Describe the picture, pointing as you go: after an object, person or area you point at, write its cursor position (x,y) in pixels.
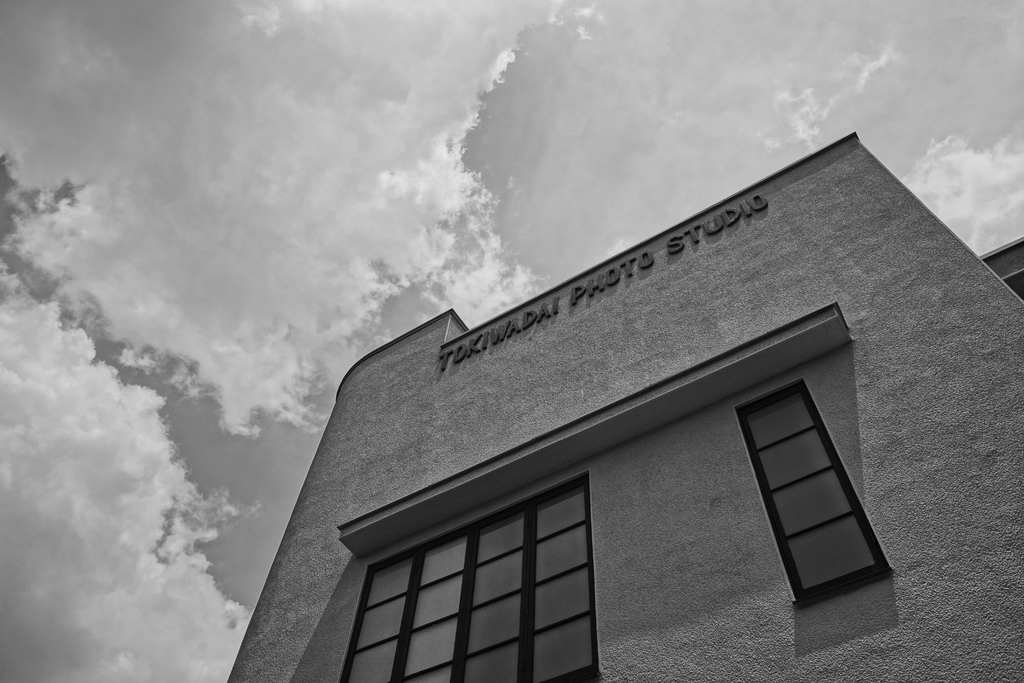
This is a black and white picture. In front of the picture, we see a building (954,478). It has the glass windows (807,499). On top of the building (406,359), it is written as "TOKIWADAI PHOTO STUDIO". In the background (575,190), we see the sky (563,187) and the clouds (277,225).
